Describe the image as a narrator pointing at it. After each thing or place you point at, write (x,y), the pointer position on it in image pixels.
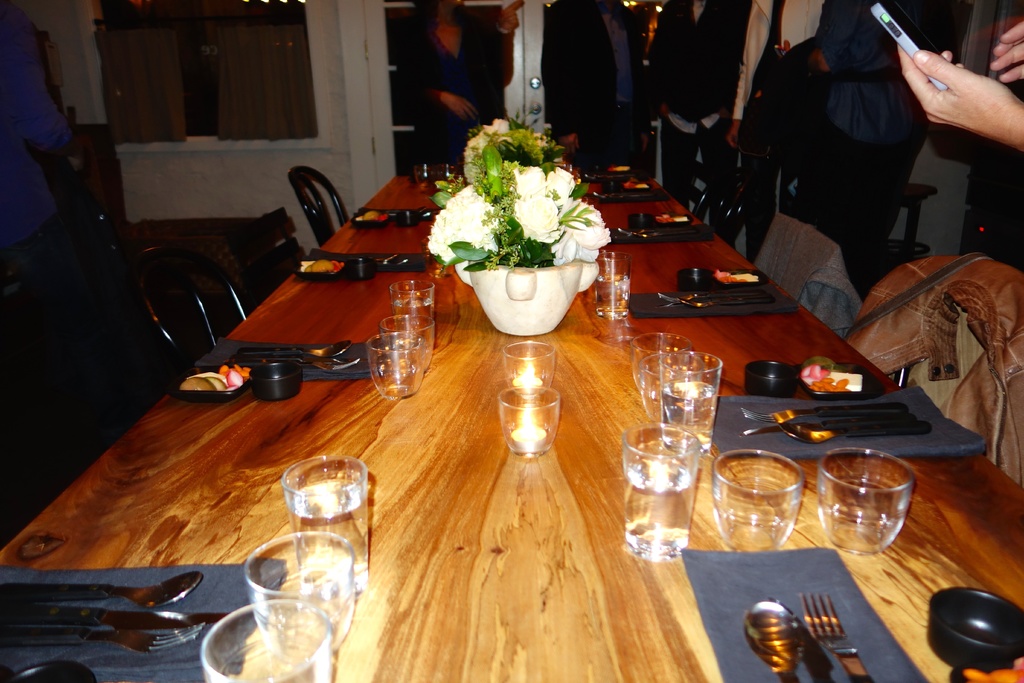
In this picture we can see a table (472,463). On the table (420,536) there are some glasses (317,560), spoons (162,600), forks (192,638), bowls (273,372), and a flower vase (488,236). And on the background (186,172) we can see the wall (236,158). These are the chairs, and there is a jacket (978,318) on the chair (917,301). Even we can see some persons (855,93) are standing on the floor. And this is the door (536,86).
